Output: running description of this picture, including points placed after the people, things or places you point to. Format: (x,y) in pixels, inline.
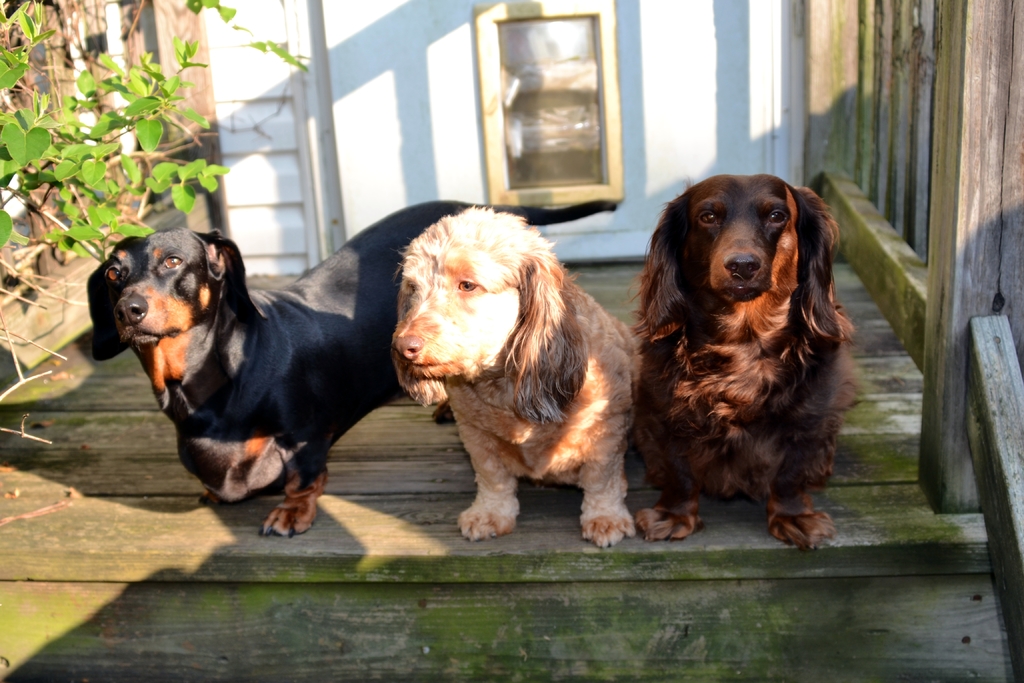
There are three dogs (383,249) in different colors on a wooden surface (106,480). On both sides of this wooden surface (130,403), there is a wooden fence (979,331). On the left side (177,55), there is a plant (87,251) having green color leaves (91,164). In the background (440,33), there is a shadow (387,42) of a fence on the white color wall (377,3).
